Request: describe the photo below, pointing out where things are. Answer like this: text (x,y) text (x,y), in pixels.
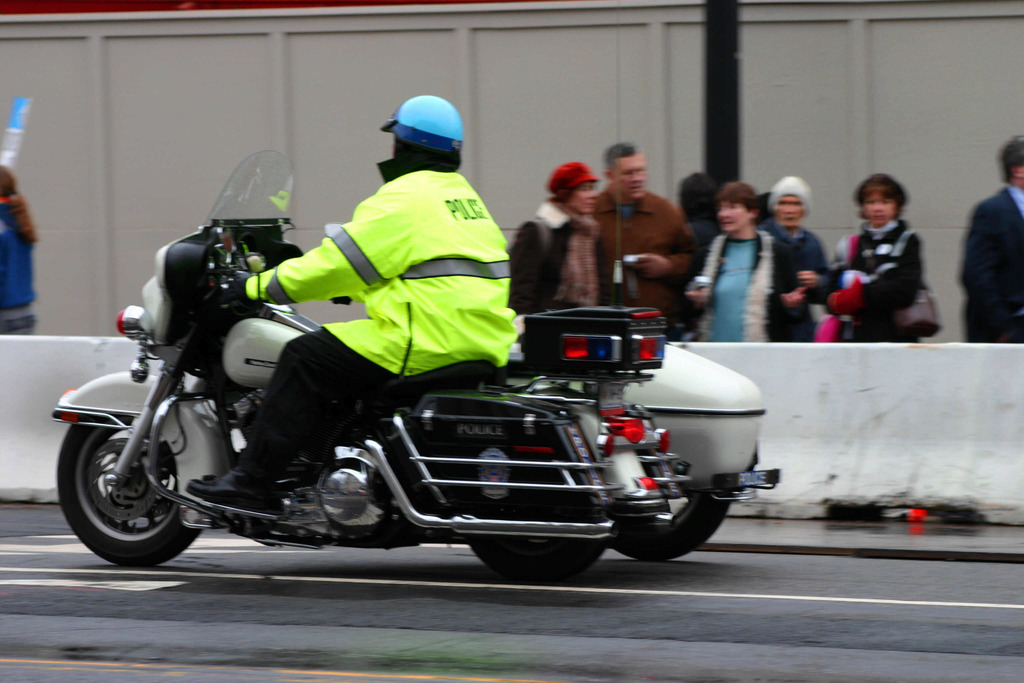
There is a person (508,299) on a vehicle (475,486) in the foreground (485,367) and there are people (676,263), it seems like a boundary (914,347), a wooden wall (469,68) and a pole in the background area (682,132).
